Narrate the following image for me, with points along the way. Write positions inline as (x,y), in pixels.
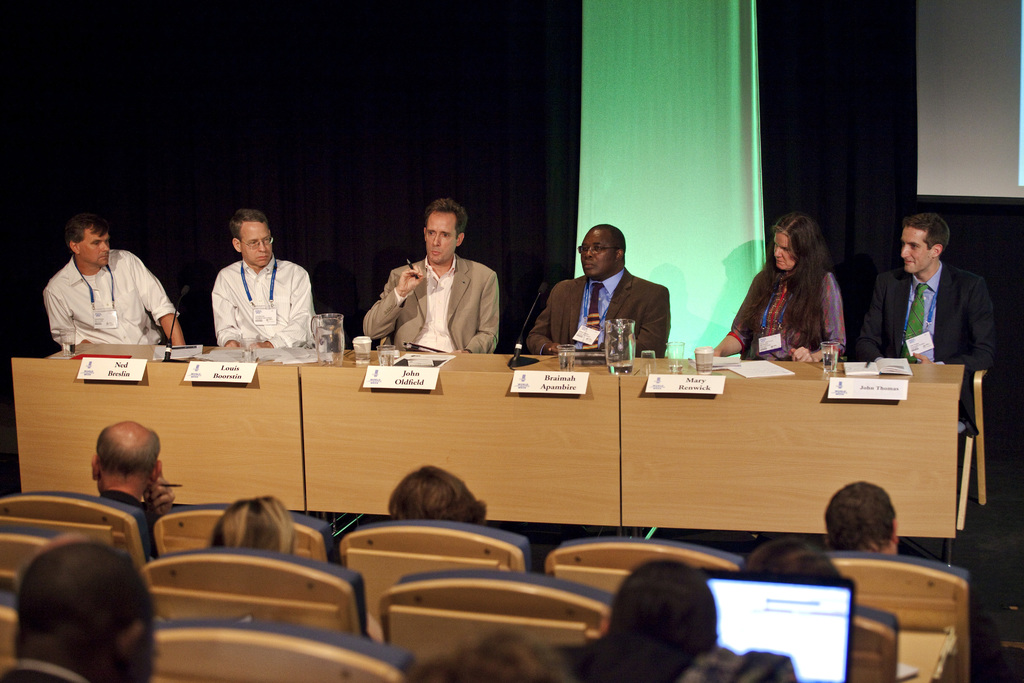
In the picture there are people (897,296) sitting on the chair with the table (544,460) in front of them, on the table (544,460) there are jugs (332,347) present, there are nameplates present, there are papers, there are microphones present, there are glasses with the liquid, there is a curtain (338,188) behind them, in front of them there are people (466,513) sitting on the chairs (168,627).
